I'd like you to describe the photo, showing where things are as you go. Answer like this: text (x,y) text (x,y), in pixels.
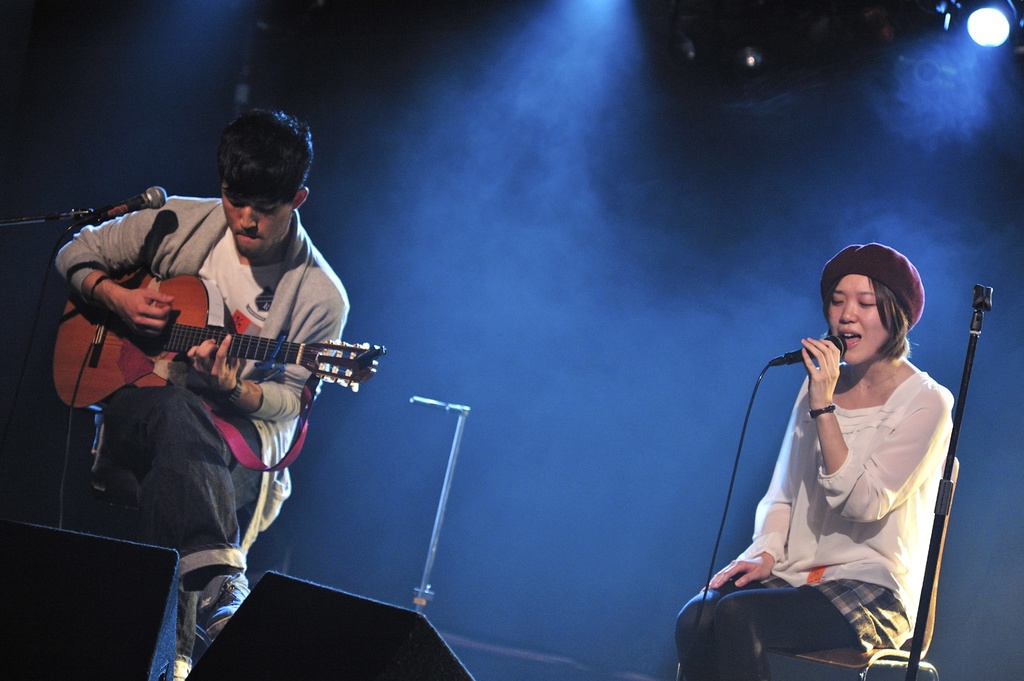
Bottom right side of the image (743,598) a woman (744,647) is sitting and holding microphone (830,340) and singing. Bottom left side of the image (235,518) a man (262,217) is sitting and holding a guitar (343,344) and playing. Top left side of the image (103,212) there is a microphone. Top right side of the image (999,22) there are some lights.
